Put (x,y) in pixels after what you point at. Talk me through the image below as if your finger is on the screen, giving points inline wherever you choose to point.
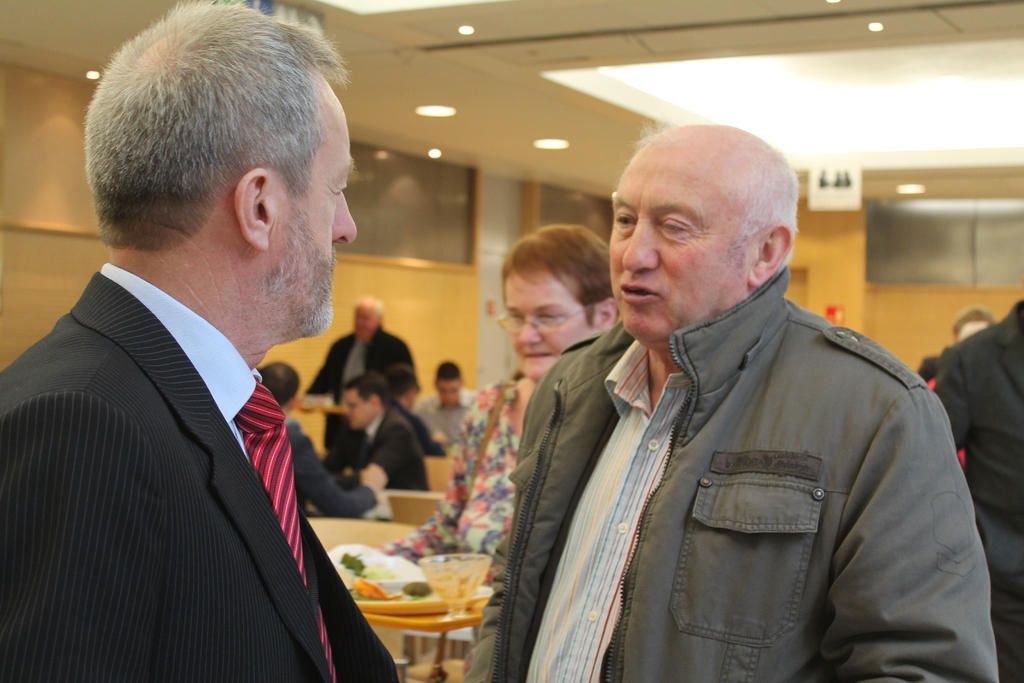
In this image I can see a person (222,371) wearing shirt (228,372), tie (268,473) and black colored blazer (210,465) and another person (661,478) wearing grey colored jacket (810,480) are standing. I can see another person (478,479) holding a tray (430,610) with few plates (398,577) and a glass (466,567) in it. In the background (440,497) I can see few benches (395,516), few persons (370,482) sitting on them, few persons (331,382) standing, the cream colored wall (471,326), the ceiling (572,34) and few lights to the ceiling (863,136).
